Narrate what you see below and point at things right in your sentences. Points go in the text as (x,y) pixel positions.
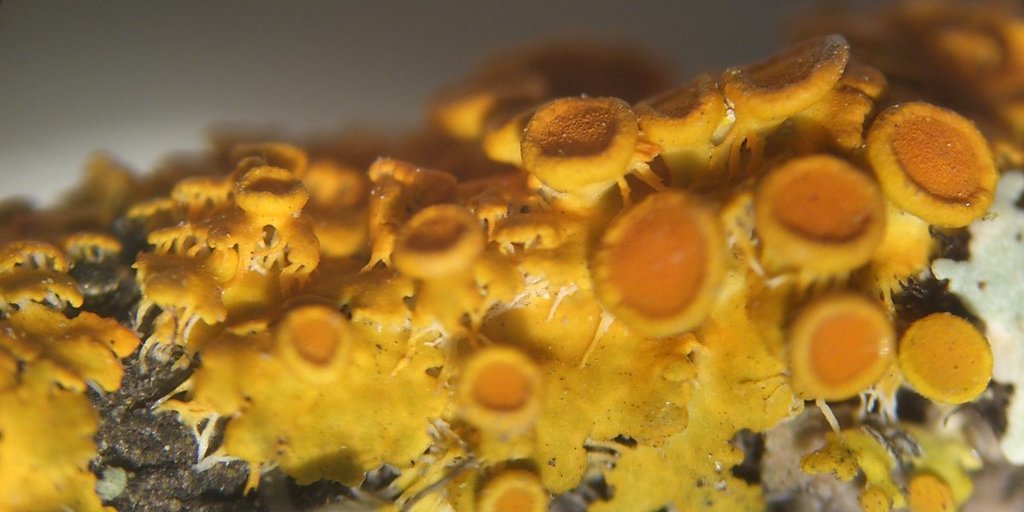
In this image we can see it looks like yellow mushrooms (489,289).
